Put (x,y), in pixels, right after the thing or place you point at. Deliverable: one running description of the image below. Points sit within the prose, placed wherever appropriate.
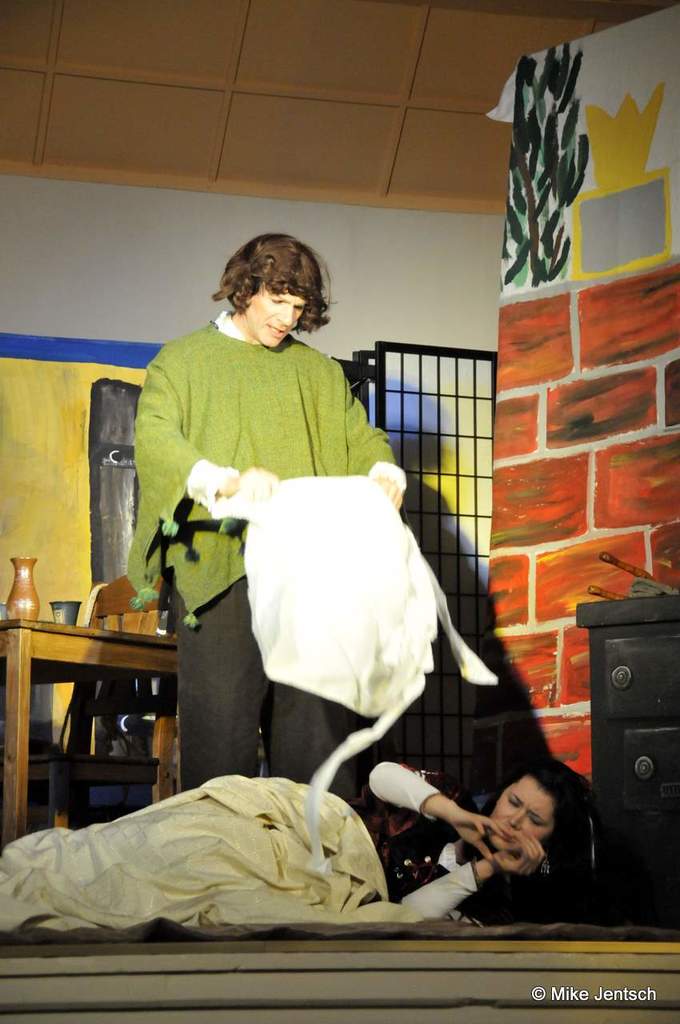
In this image we can see a person (399,885) lying on the floor (494,921). There is a person (153,540) standing and holding something in the hand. On the right side (600,327) there is a wall (577,250) with a painting (551,235). In the back (468,379) there is a door (459,424). Also there is a wall (93,397) with a painting (81,431). There is a table (78,630). On the table (76,639) there is a glass (68,605) and jug (26,582). Near to the table (151,651) there is a chair (89,714). In the right bottom corner (565,993) there is text (601,994).
